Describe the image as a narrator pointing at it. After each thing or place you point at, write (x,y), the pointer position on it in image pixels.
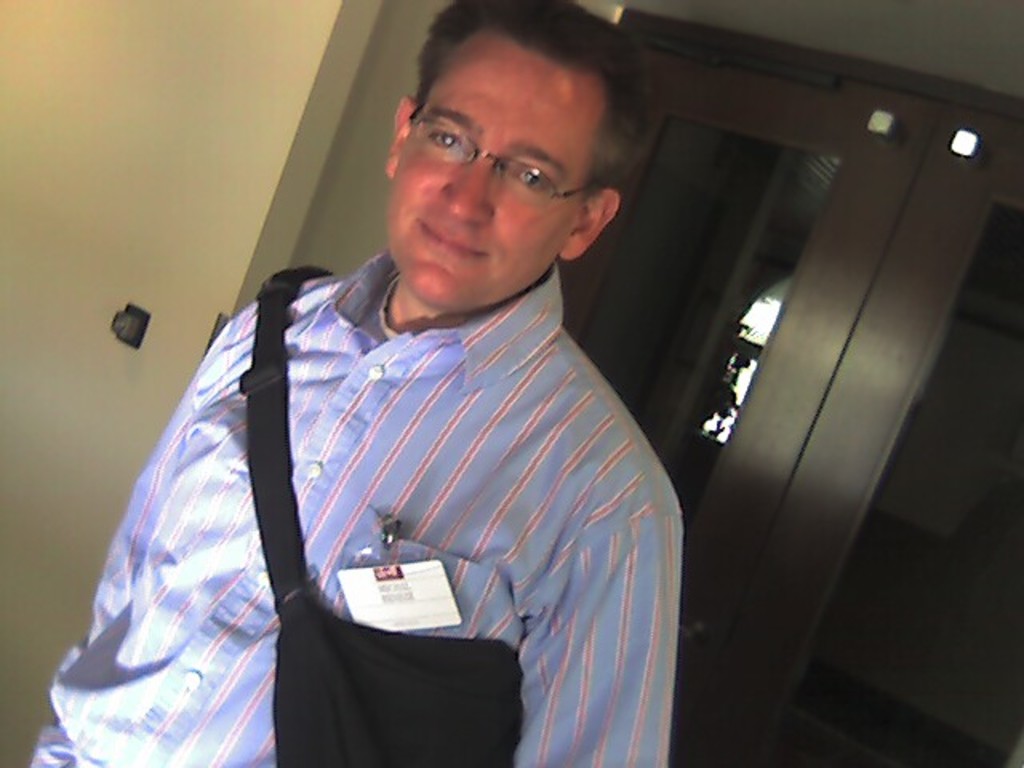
In this image we can see a man (442,499) wearing the bag (454,658). In the background (319,165) there are walls (319,165) and doors (917,196).
